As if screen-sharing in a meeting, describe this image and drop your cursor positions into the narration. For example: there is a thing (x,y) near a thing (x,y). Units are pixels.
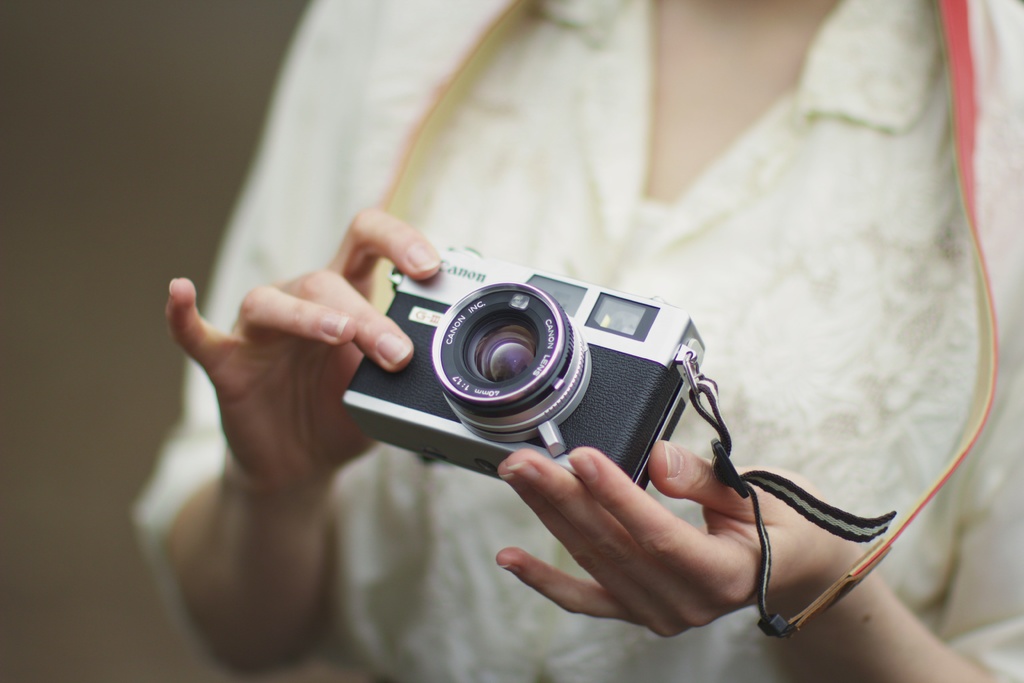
As we can see in the image there is a woman (892,421) wearing white color dress (840,44) and holding a camera (548,447).
